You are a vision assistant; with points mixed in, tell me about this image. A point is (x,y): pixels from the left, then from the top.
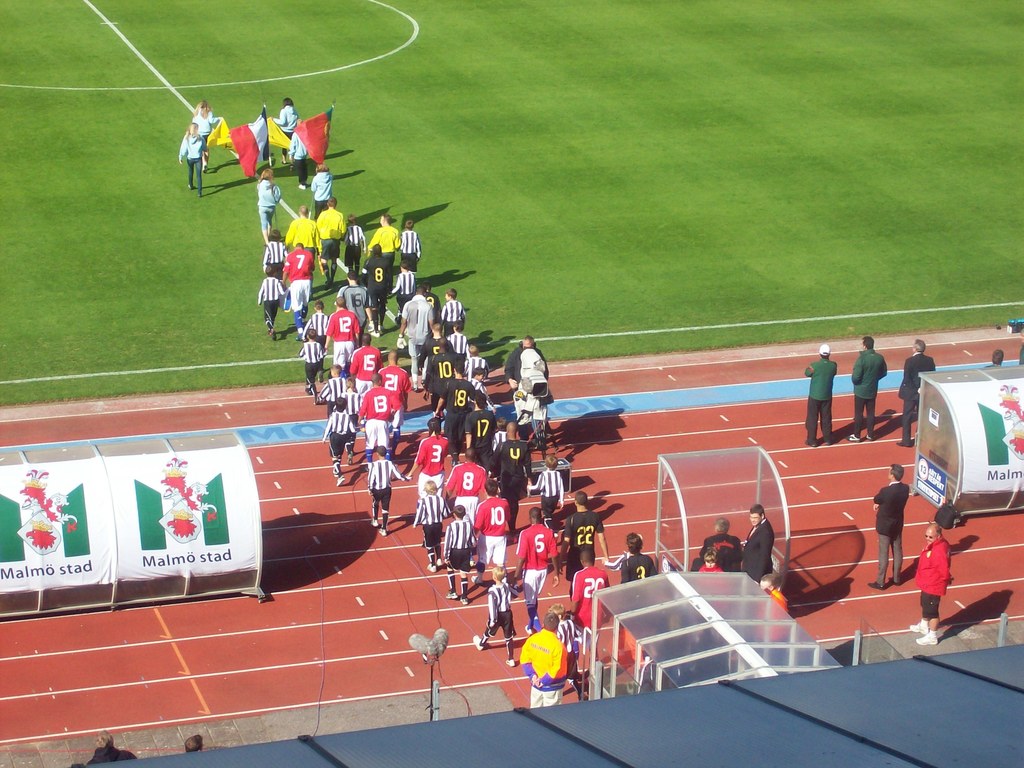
In this image I can see group of people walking and they are wearing multi color dresses (552,681). I can also see the stadium (609,170) and I can also see few banners (106,474) attached to the poles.
